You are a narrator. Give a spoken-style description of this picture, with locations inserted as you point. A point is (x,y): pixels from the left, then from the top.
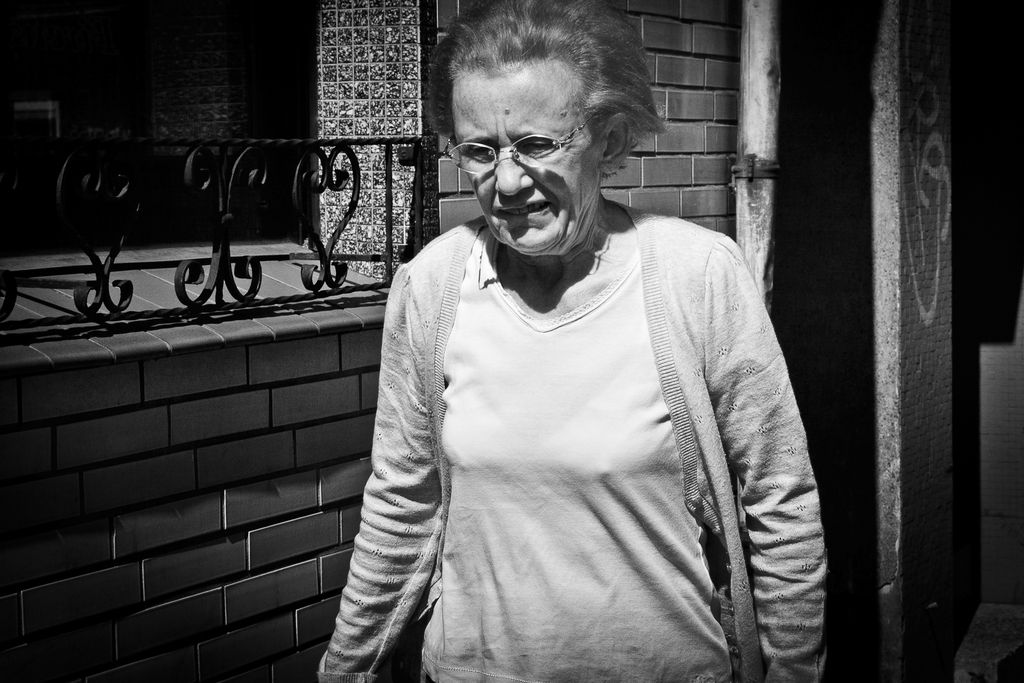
The picture is in Black and white we can see an old woman (483,344) wearing a shirt (509,428) with jacket (655,356) and has spectacles (541,153). On the left side (234,462), we can see a brick wall (339,412) with black color grills (318,240).
